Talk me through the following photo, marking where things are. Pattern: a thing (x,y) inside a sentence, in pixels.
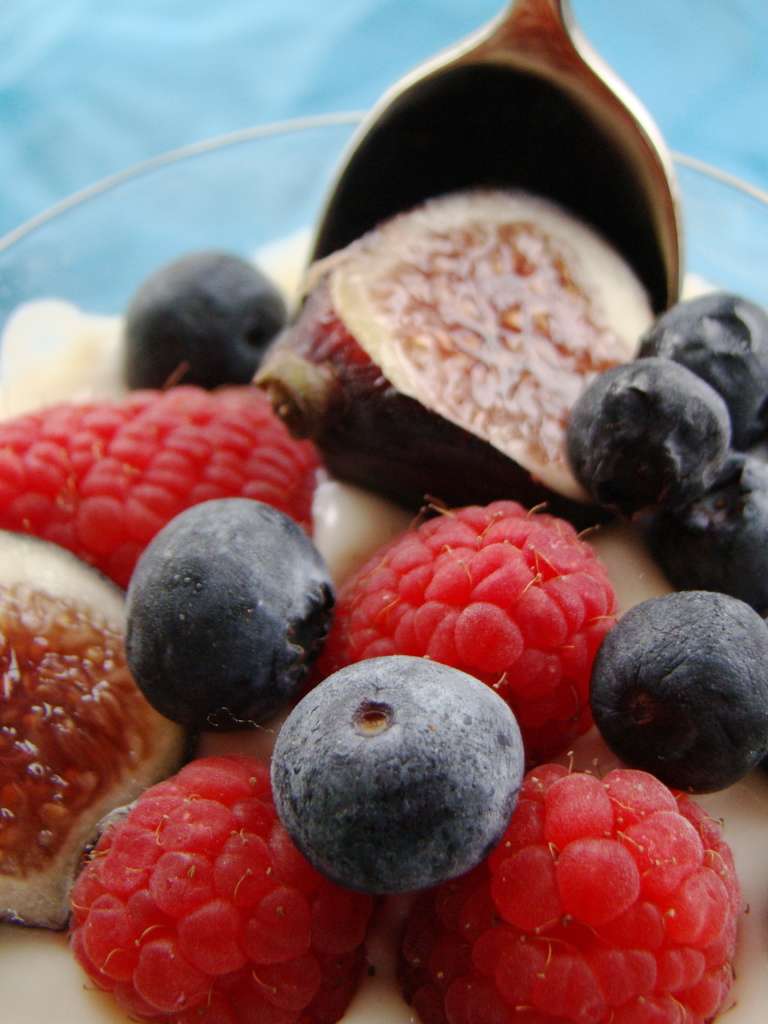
In this image, I can see blueberries (713,530), figs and few other fruits (419,930) in a bowl (177,185). This looks like a spoon (529,178).
